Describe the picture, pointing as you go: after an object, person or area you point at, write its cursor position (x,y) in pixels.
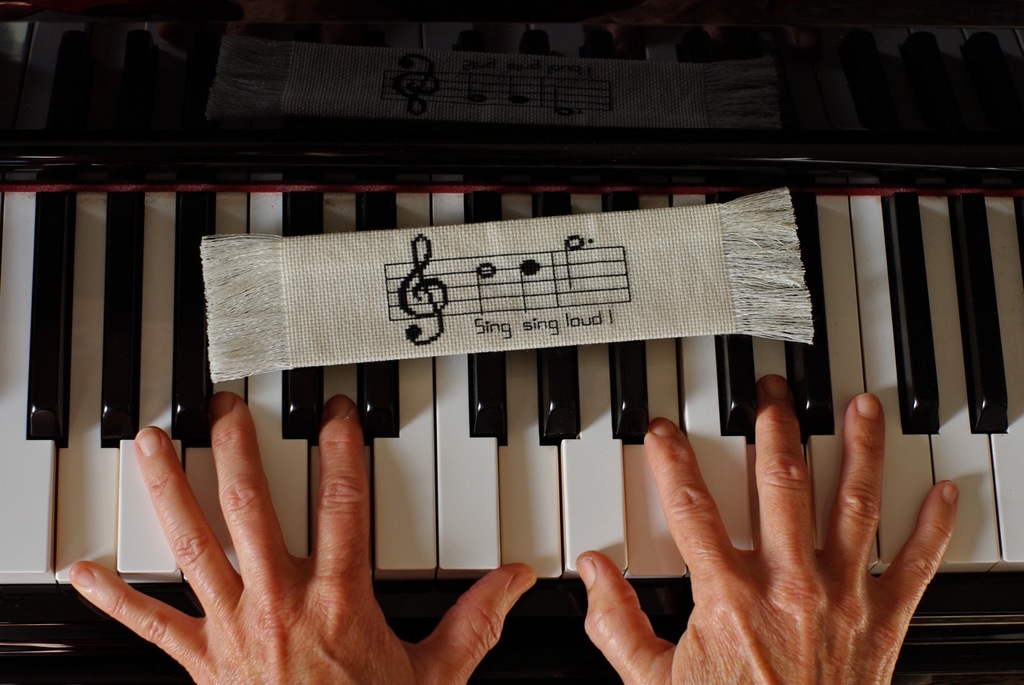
In this image i can see a human hand (785,588) and a piano (501,453).
